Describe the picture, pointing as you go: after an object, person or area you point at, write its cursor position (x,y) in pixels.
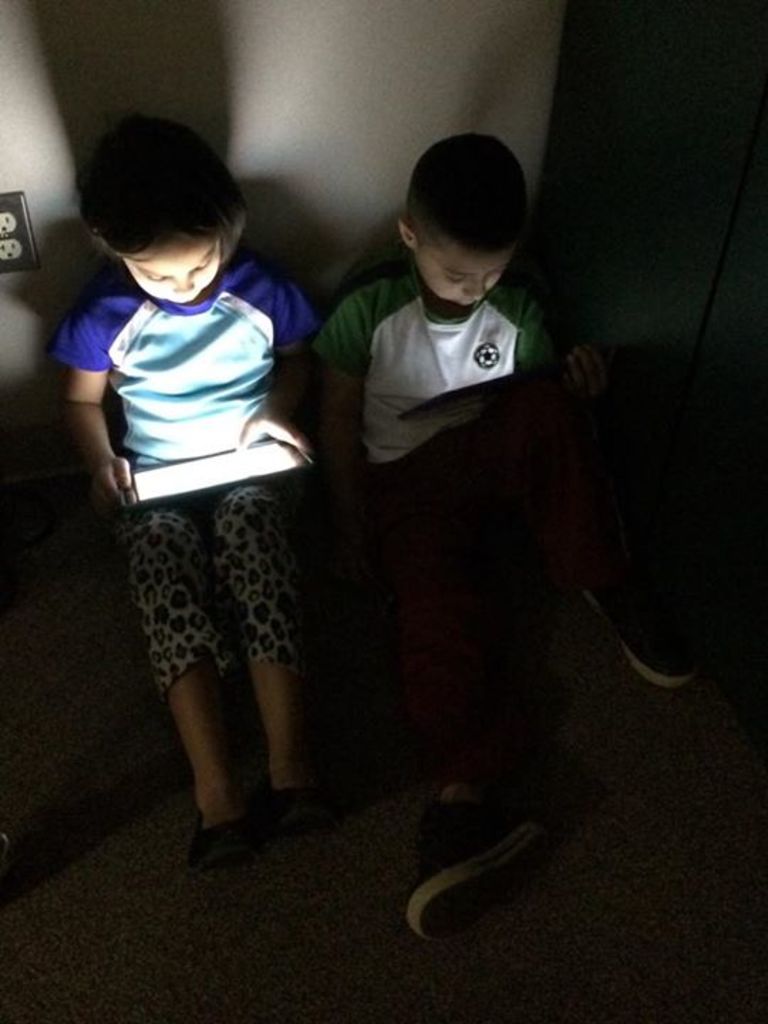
In this picture we can see two children (287,612) holding tabs (145,473) with their hands (585,362) and in the background (387,98) we can see the wall (317,83).
